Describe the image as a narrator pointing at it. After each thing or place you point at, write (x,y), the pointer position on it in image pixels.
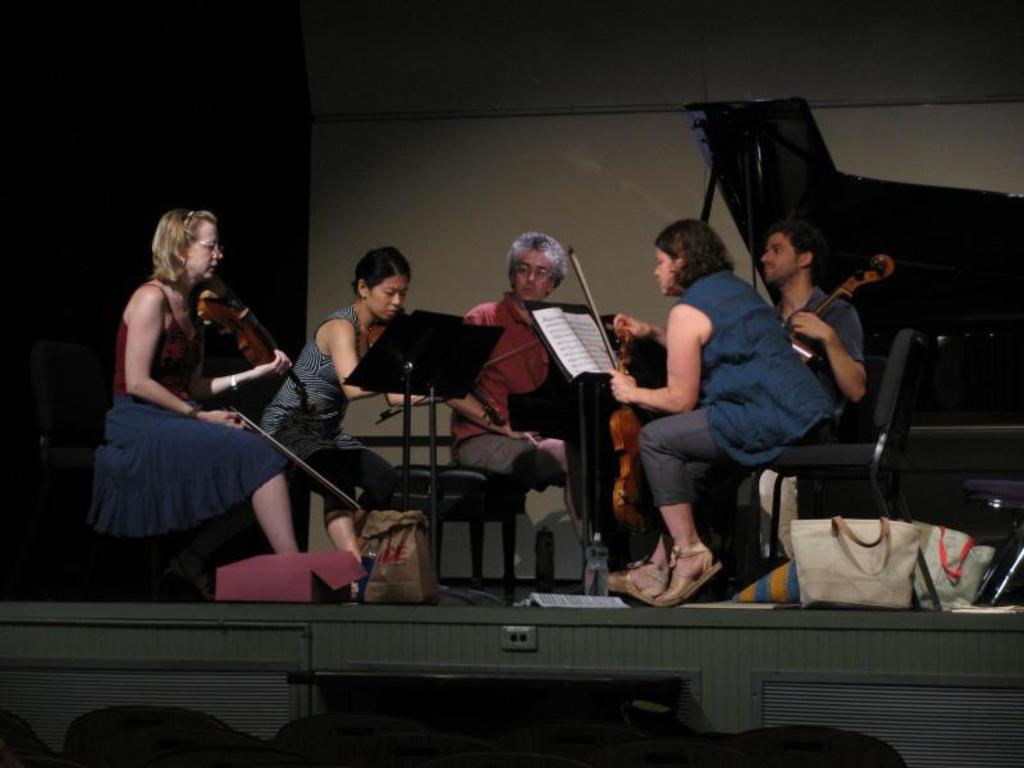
In this picture there are group of people (529,473) sitting and holding the musical instruments (809,354). On the right side of the image (759,248) there is a piano (749,123) and there are books (552,321) on the stand (467,358). At the bottom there are bags (874,587). In the foreground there are chairs (875,754).
